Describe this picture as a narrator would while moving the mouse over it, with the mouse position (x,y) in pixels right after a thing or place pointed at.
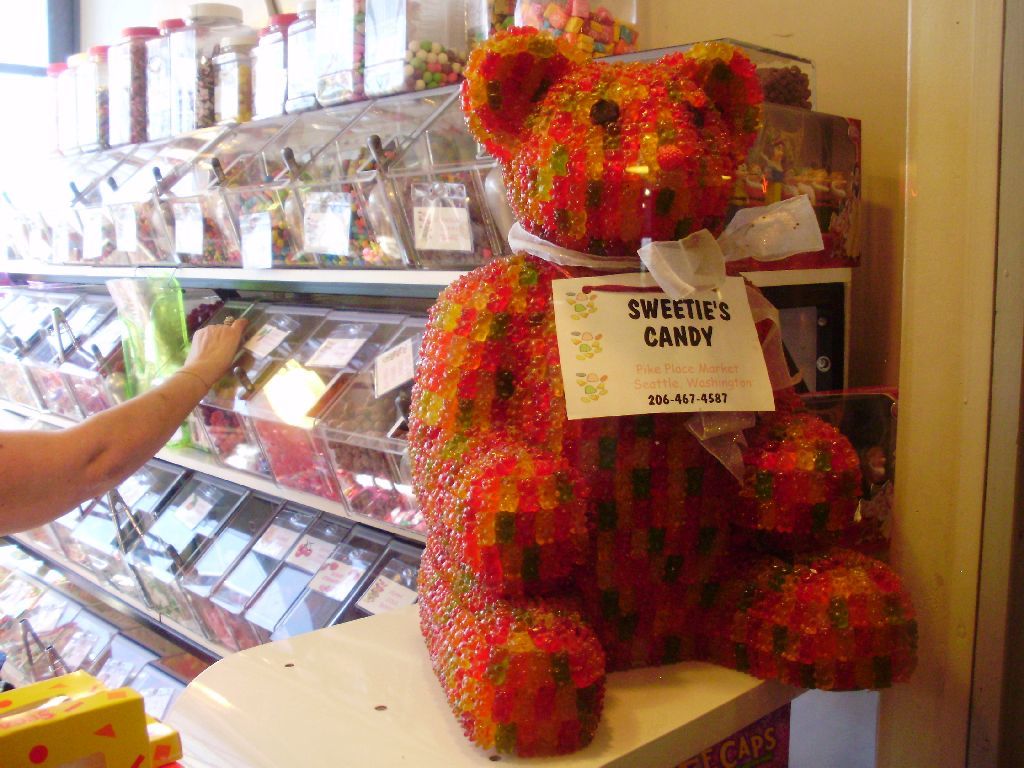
In this picture we can see a board (614,310) on a toy (584,437). This toy (512,653) is on the table (322,662). We can see a person (88,436) holding an object (261,331). There are a few boxes (109,744) on the left side (48,697). We can see some bottles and food items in the boxes (322,256). These boxes (121,262) are arranged on the shelves (44,427).
